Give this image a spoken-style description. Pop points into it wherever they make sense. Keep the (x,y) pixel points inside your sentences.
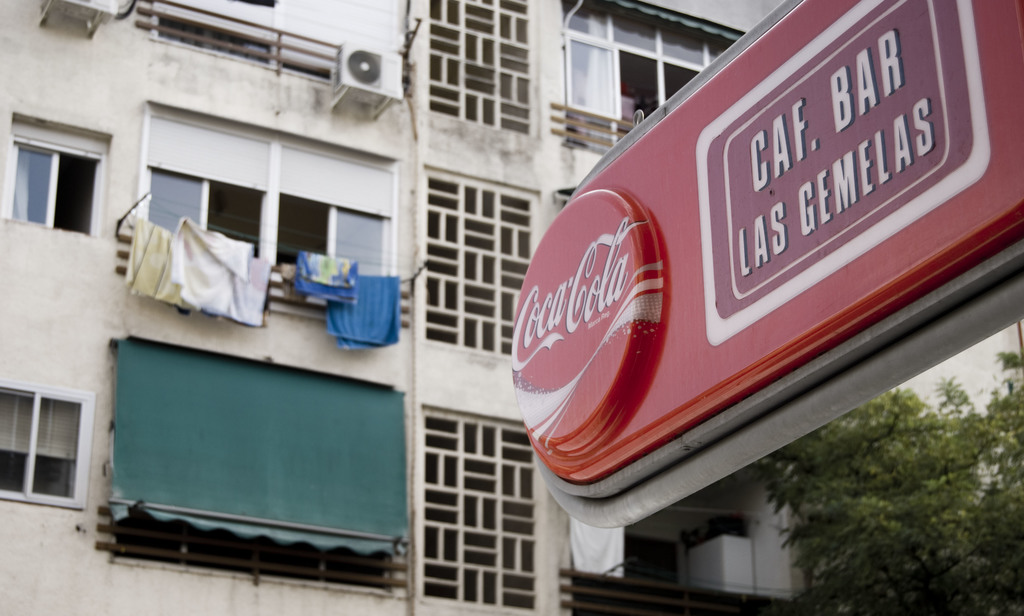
In this picture I can see the building (293,316). On the right (816,312) I can see the advertisement board (837,179). In the bottom right corner (1015,421) I can see the trees (977,478). On the left (327,258) I can see some clothes (261,308) which are placed on the rope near to the windows (154,190). At the top (396,83) there is an outdoor AC (382,78) which is placed on this wall (463,147) near to the railing (281,51).
